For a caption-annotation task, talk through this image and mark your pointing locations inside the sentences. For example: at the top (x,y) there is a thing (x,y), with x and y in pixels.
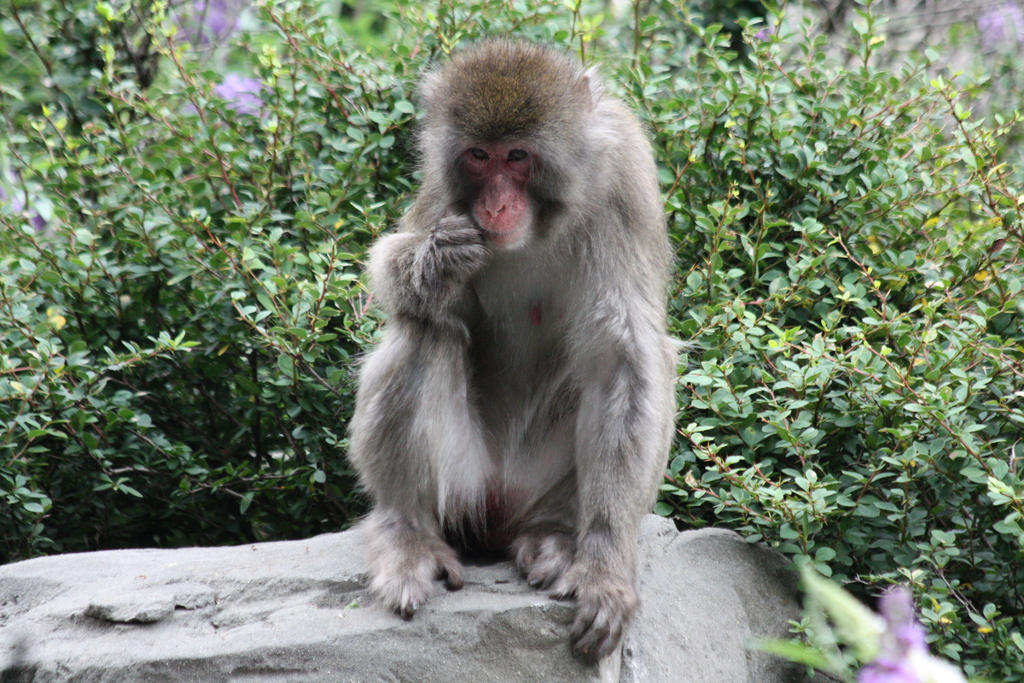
In the foreground of this picture (552,409), there is a monkey (527,505) on the rock (249,651). In the background (739,241), there are plants (275,138).
